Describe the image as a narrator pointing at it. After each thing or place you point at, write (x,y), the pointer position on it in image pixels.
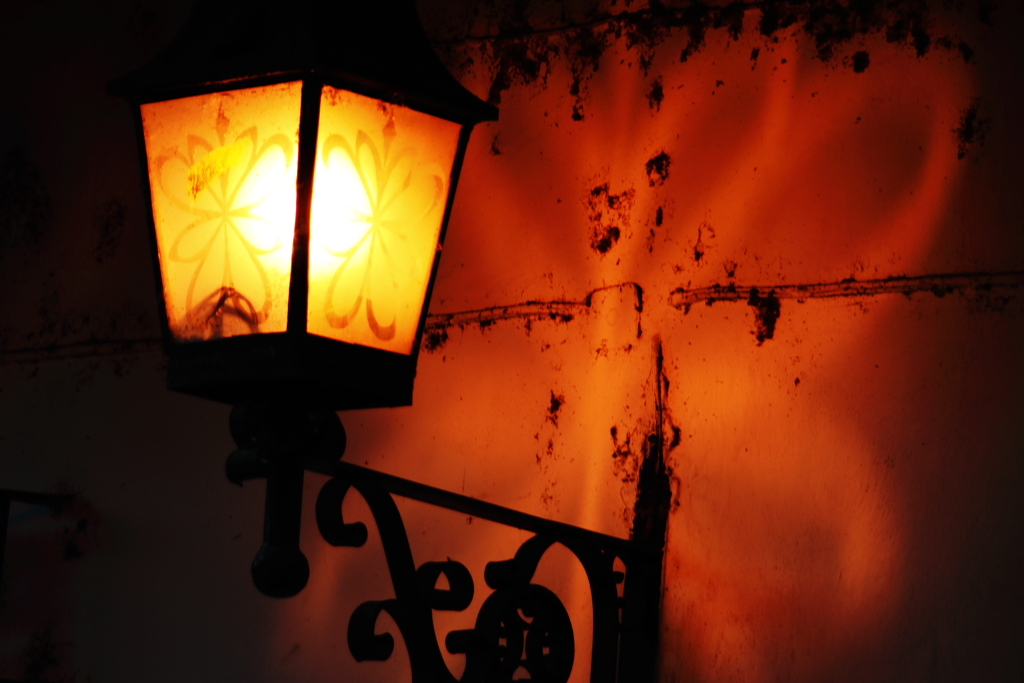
In this image I can see a black color lamp (392,390). I can see a wall (492,265) and yellow, red color light (397,238).
